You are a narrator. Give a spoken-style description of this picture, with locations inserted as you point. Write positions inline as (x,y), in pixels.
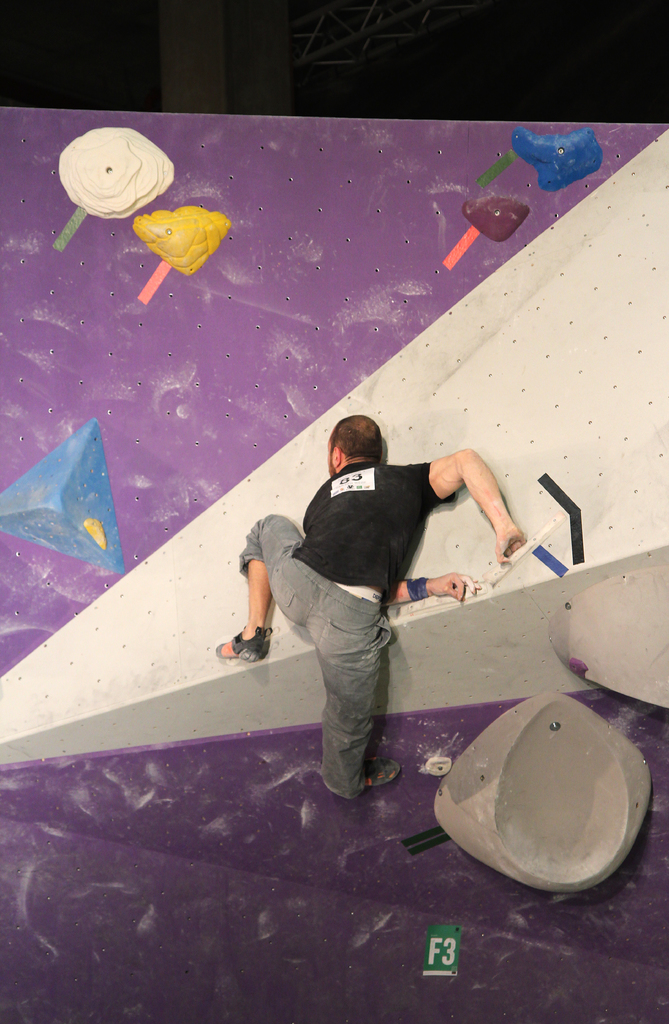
In this picture there is a person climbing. At the back (264,47) there is a pillar (165,107) and there is a pole (384,34).
